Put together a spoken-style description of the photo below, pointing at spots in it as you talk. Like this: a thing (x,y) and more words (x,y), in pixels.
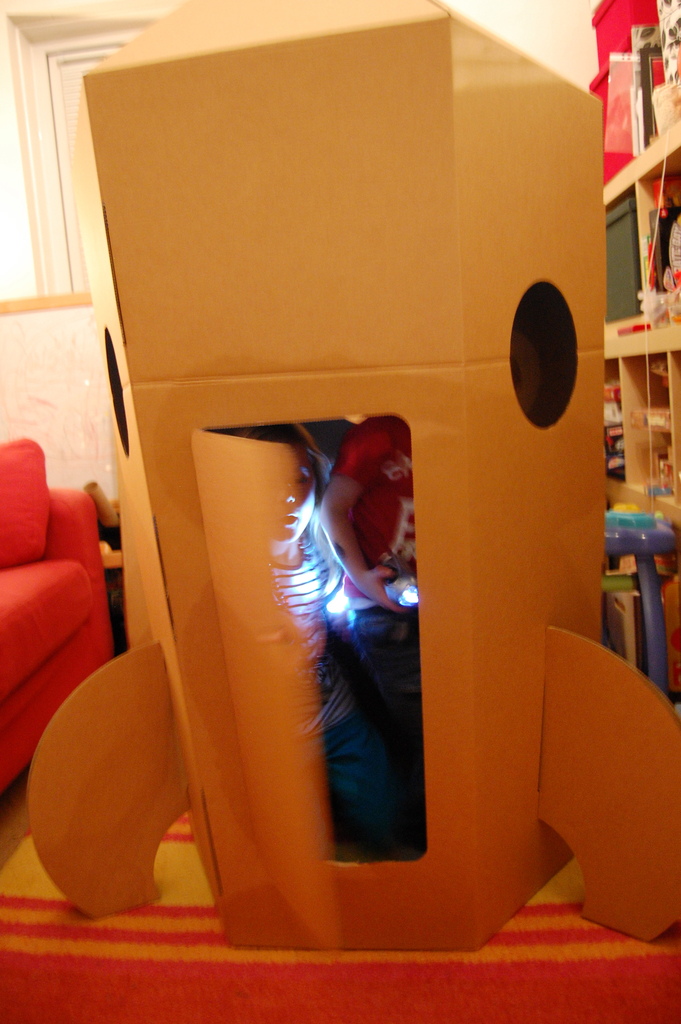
In this image in the center (340,375) there is one box (423,694), in the box (421,898) there is one person (378,631) who is holding a light (395,582) and one child (295,564). On the right side (614,302) there are some shelves (614,327), in that shelves (616,410) there are some objects (622,16) and some books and on the left side (45,545) there is one chair (41,631). At the bottom (187,953) there is a carpet (189,825), and in the background (62,158) there is a wall (96,393) and window (60,77).
